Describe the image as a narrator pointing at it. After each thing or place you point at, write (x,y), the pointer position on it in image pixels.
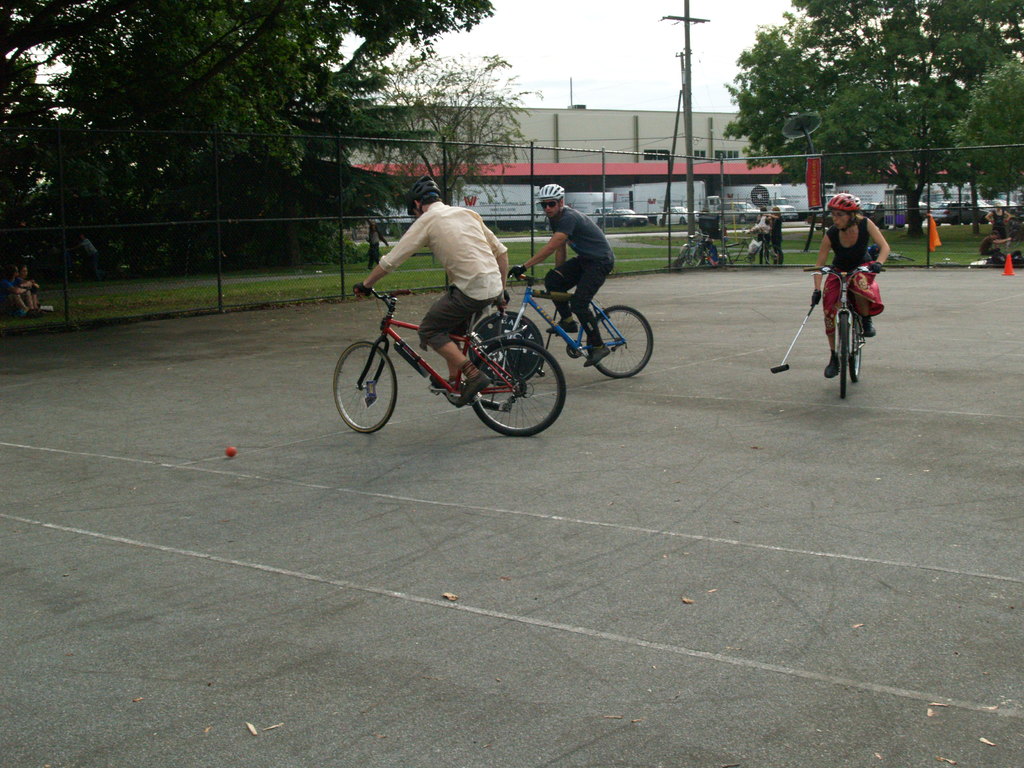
In this picture, we see three people (572,273) are riding the bicycles (525,356). At the bottom (441,580), we see the road (294,662) and a ball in red color. Behind them, we see a fence (391,287). Behind that, we see an electric pole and people (769,231) are standing beside the pole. There are trees (295,89) and buildings (600,140) in the background (663,157). We even see cars (616,209) parked on the road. On the left side (7,288), we see people (16,307) are sitting on the grass field (118,305). At the top (545,60), we see the sky (583,32).
